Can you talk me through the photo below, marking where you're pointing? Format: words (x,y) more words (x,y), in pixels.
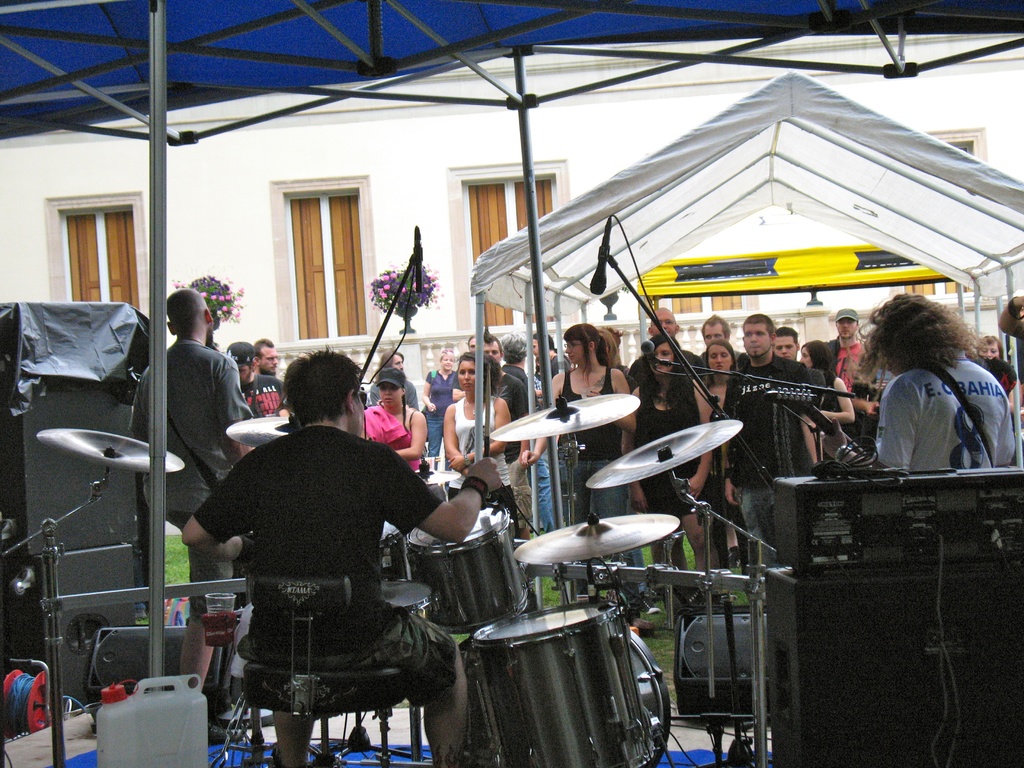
The picture is taken outside where there is crowd (644,417) and at the right corner of the picture (934,457) one person (948,461) is playing the guitar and in the middle of the picture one person (368,533) is playing drums (562,545) and in the left corner of the picture (211,459) one person (184,426) is standing, beside him there are speakers (70,569), in front of the person (212,368) there is a building (304,316) with windows (333,234) and on the wall (402,324) there are some flower plants (395,308). The crowd (573,342) are under the tent house (910,182). The person (336,534) playing the drums (414,612) is sitting in the chair (362,701) behind him there is a can (157,712).
